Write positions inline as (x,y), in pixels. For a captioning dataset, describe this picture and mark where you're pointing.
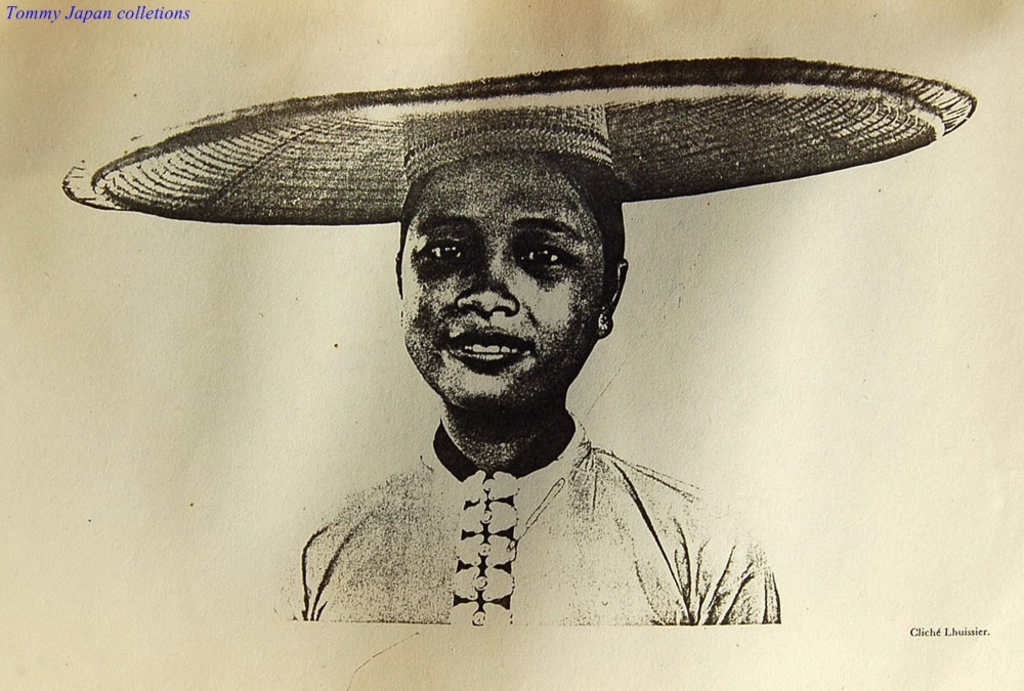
In this image there is a painting (408,146) of a women (351,548), in the top left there is text (166,10), in the bottom right (924,629) there is text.
